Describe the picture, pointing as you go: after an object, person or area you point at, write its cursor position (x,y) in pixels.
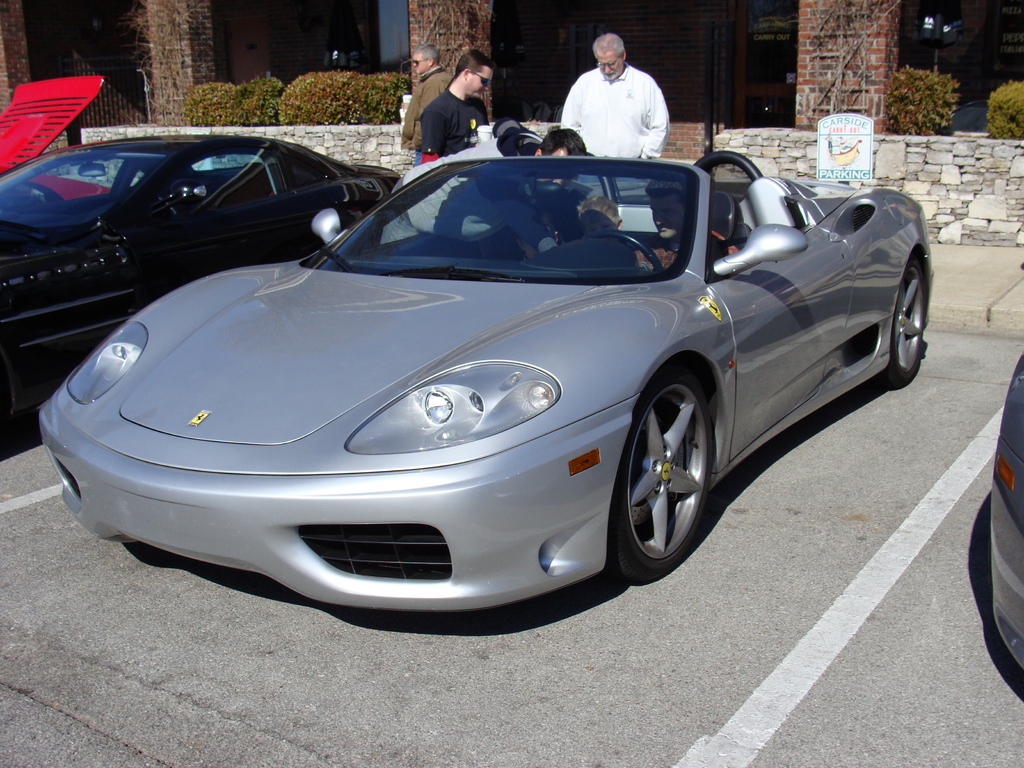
In the image there are few cars (339,298) kept in front of some building (441,48) and there are few people (535,152) beside the second car (561,250) and in the background (307,113) there are pillars (833,43) and plants (376,84) in front of the building (783,64).
